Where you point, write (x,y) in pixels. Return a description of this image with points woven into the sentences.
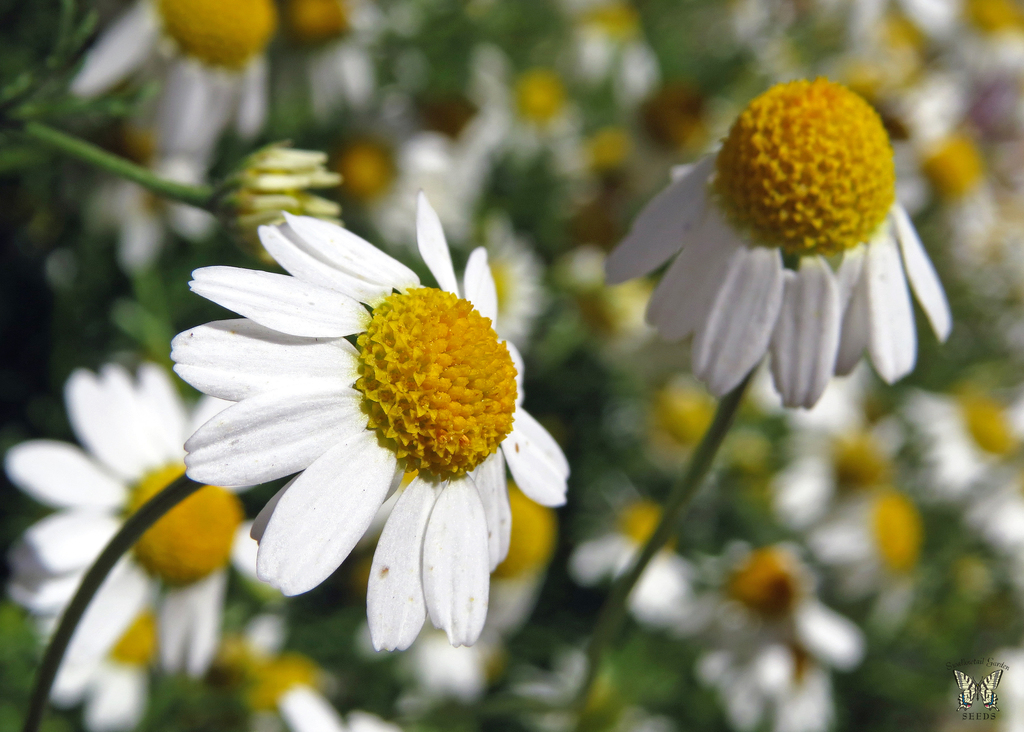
In this image I can see number of white and yellow color flowers (471,368). I can also see this image is little bit blurry in the background (549,24) and on the bottom right corner of this image (956,664) I can see a watermark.
